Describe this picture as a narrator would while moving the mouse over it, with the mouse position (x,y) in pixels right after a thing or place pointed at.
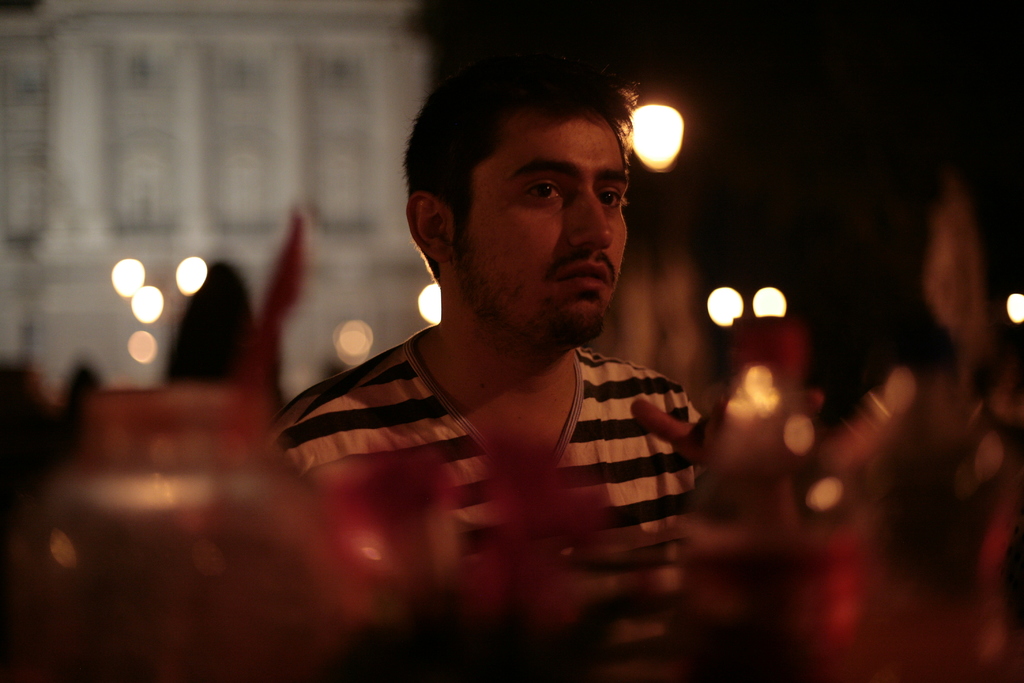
This picture shows a man (687,451) and we see a building (345,303) and few lights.
